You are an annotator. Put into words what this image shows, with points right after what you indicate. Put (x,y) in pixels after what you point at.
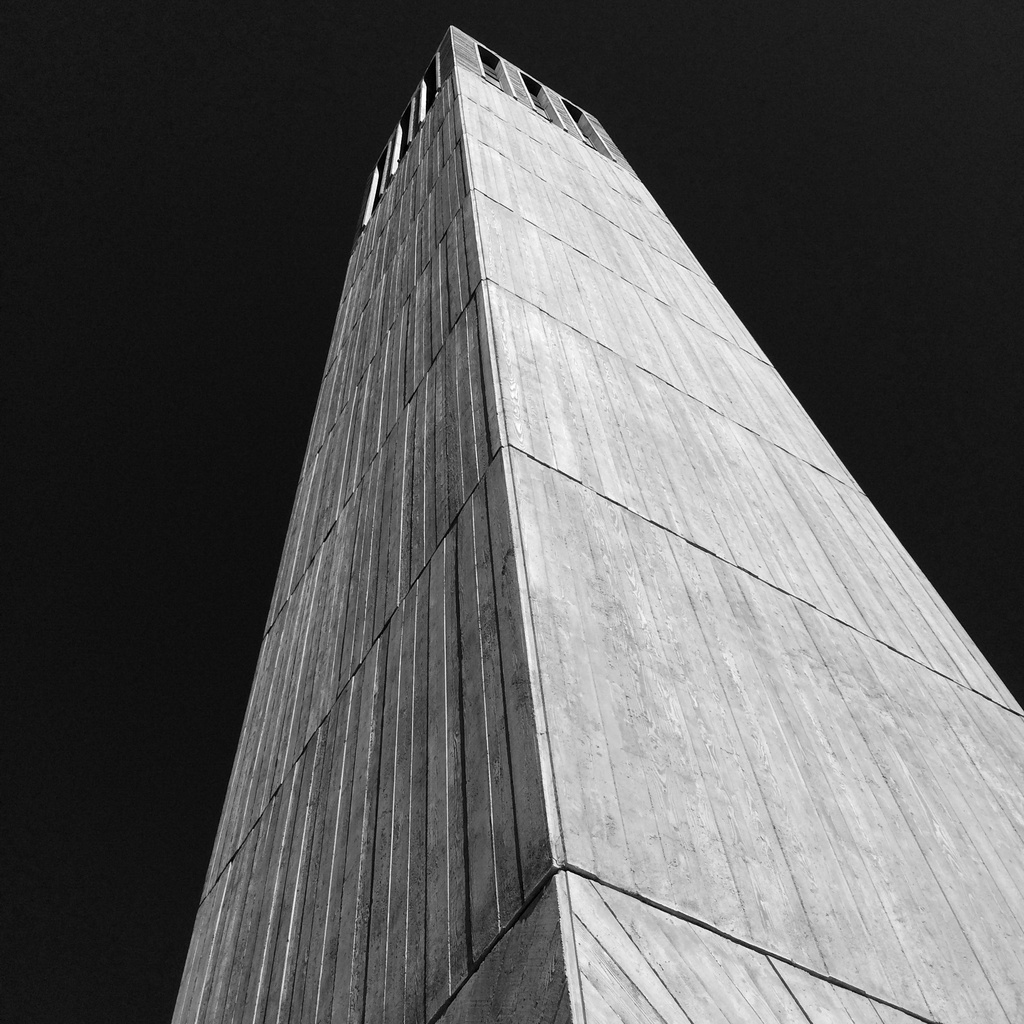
In this picture I can see the skyscraper (467,424). On the left (117,461) I can see the darkness (109,451).
